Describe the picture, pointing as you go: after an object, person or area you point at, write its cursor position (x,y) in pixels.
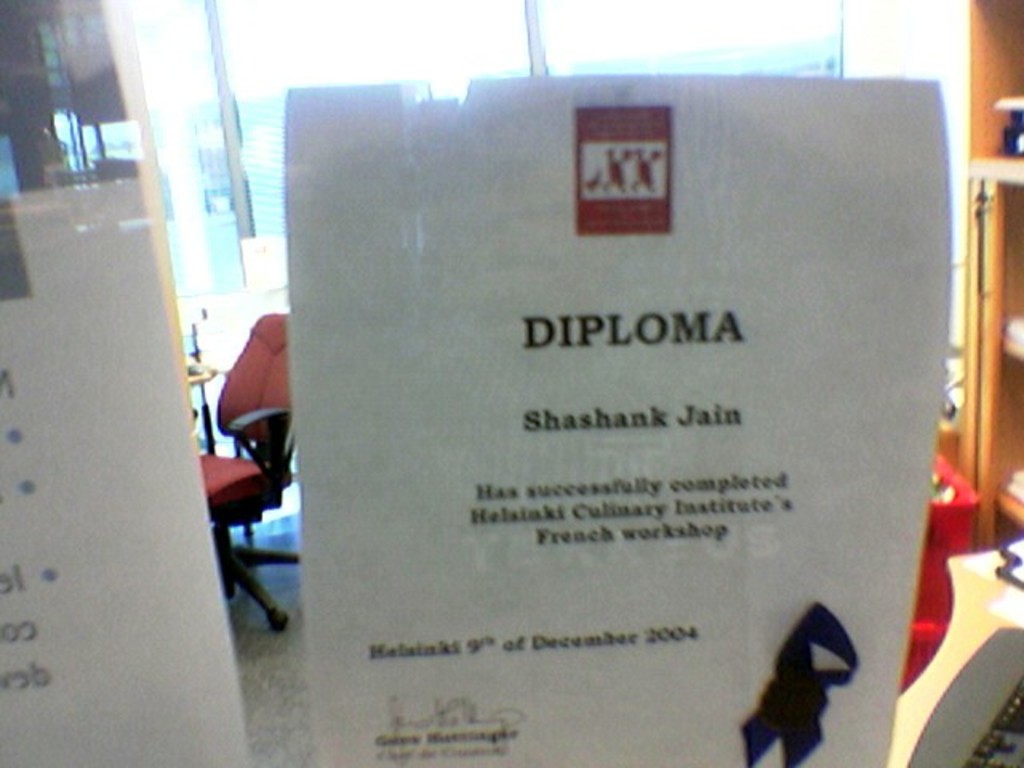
In this image in the front (156,432) there is glass (313,423) and behind the glass (338,415) there are banners (744,448) with some text (572,483) written on it, there is an empty chair (252,398). On the right side (1015,339) there is shelf (1018,304) and in the shelf (1016,262) there are objects (1014,325) and there are windows (365,29) and there is an object (944,578) which is red in colour.
